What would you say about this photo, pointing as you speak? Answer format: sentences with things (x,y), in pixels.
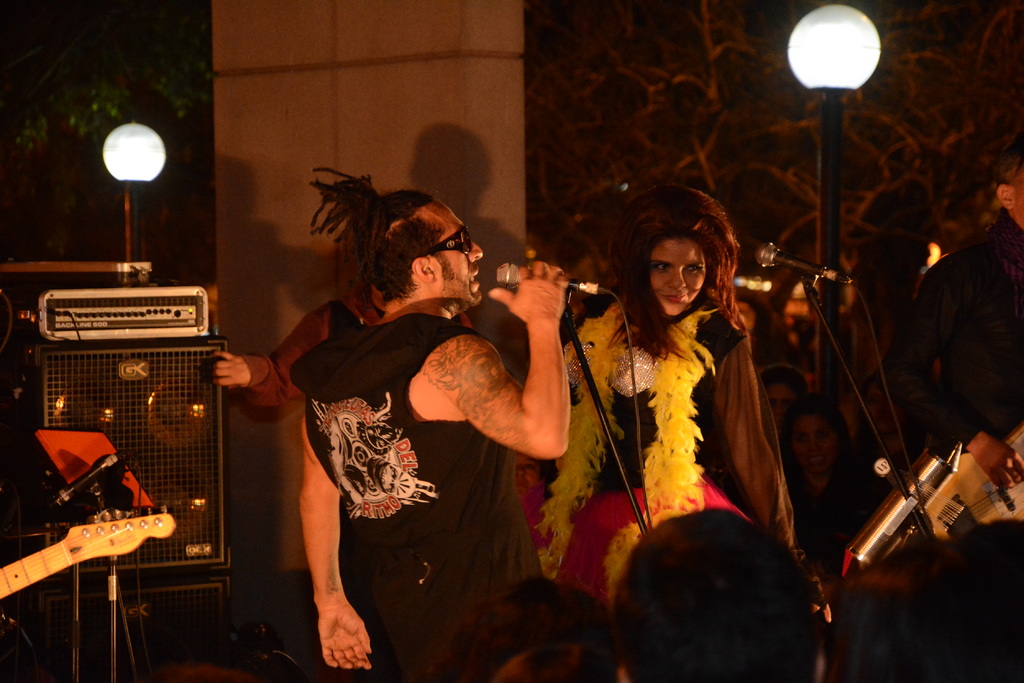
In this picture we can see one man (350,402) and woman (702,302) where man (466,272) is holding mic (515,275) and singing and woman (667,286) is smiling and beside to them we have some more persons (850,493) and one is playing guitar (957,481) and in background (648,142) we can see wall (312,135), lights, speaker (131,399), device (53,313), tree (103,65).
